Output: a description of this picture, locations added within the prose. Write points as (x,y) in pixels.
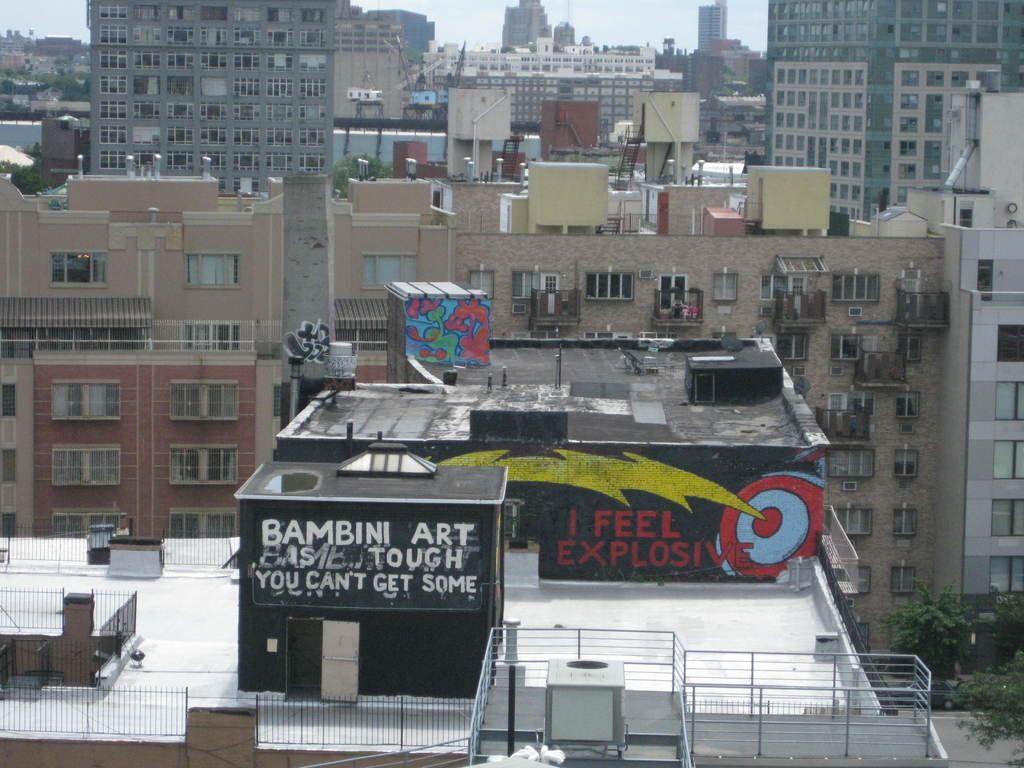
In this image we can see a buildings (461,398), texts (460,560) and drawings (420,357) on the walls (347,533), railings (126,714) and objects (522,759). In the background (361,320) we can see buildings (468,125), trees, windows (78,482), poles (557,363), railings (94,334), objects (684,112) and the sky (25,28).
